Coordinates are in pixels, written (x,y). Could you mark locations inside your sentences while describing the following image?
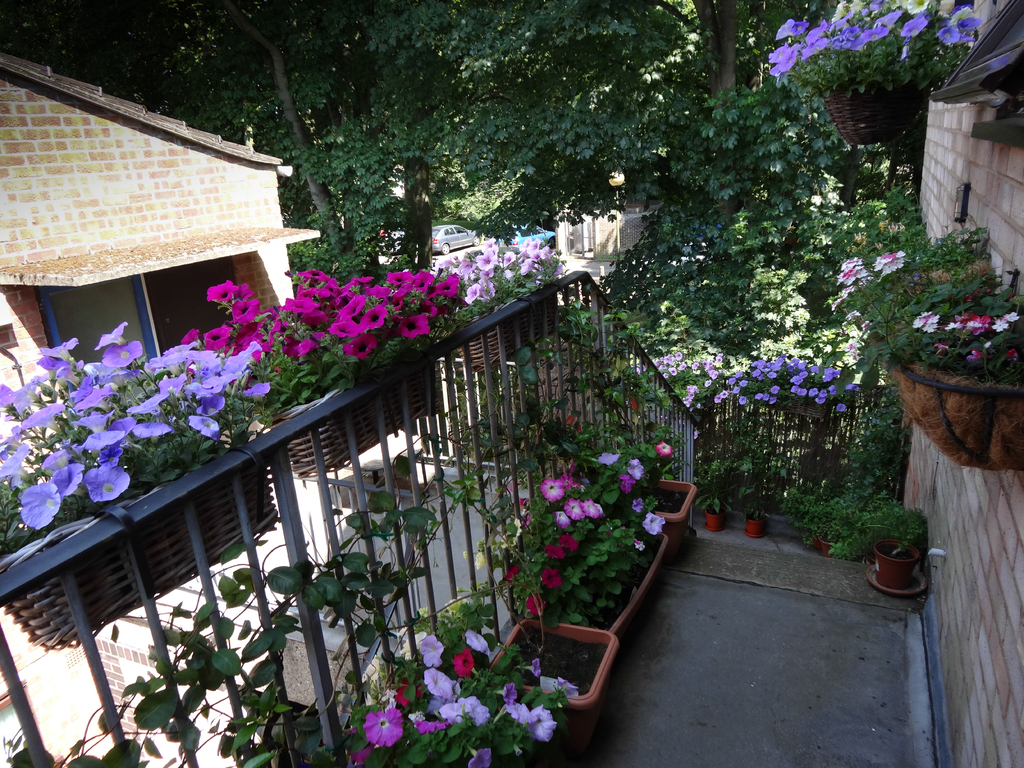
In this image I can see few flowers (602,510) in purple, pink and white color and I can also see the railing (383,429). In the background (752,237) I can see few plants (552,193) in green color, buildings (141,202) in brown color and I can also see few vehicles (447,248).
